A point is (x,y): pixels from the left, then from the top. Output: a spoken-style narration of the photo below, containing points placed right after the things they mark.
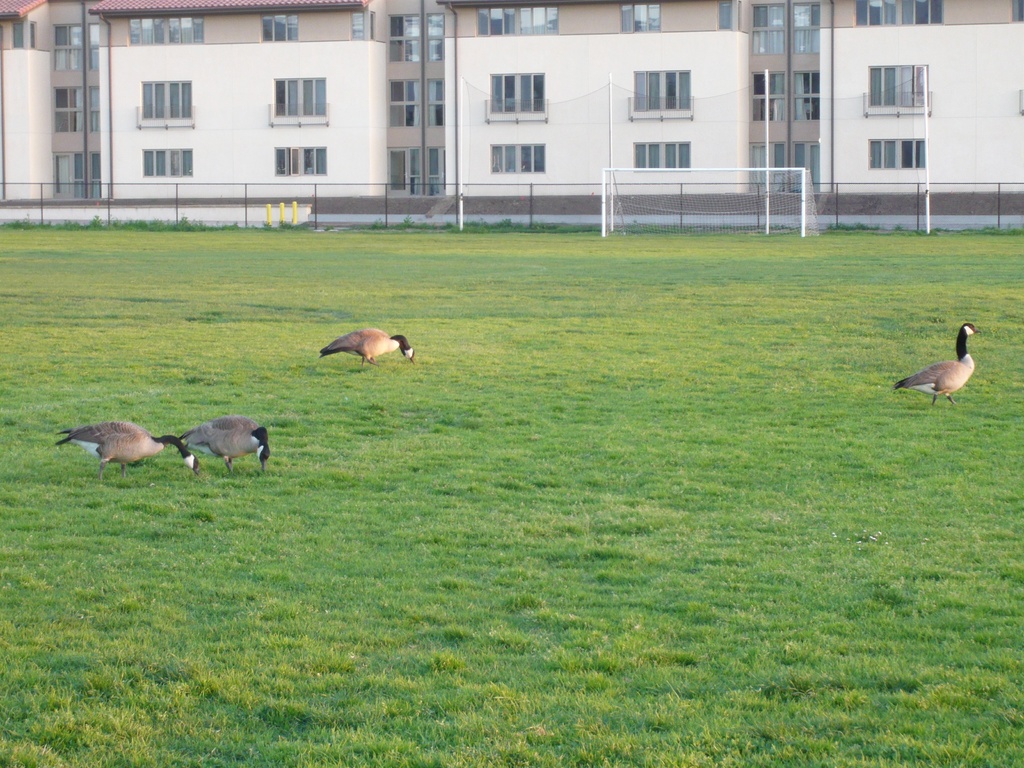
In front of the image there are geese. At the bottom of the image (508,587) there is grass (455,539) on the surface (590,528). In the background of the image (630,226) there is a soccer goal (703,208). There is a metal fence (453,208). There are poles (460,192) and buildings (415,117).
